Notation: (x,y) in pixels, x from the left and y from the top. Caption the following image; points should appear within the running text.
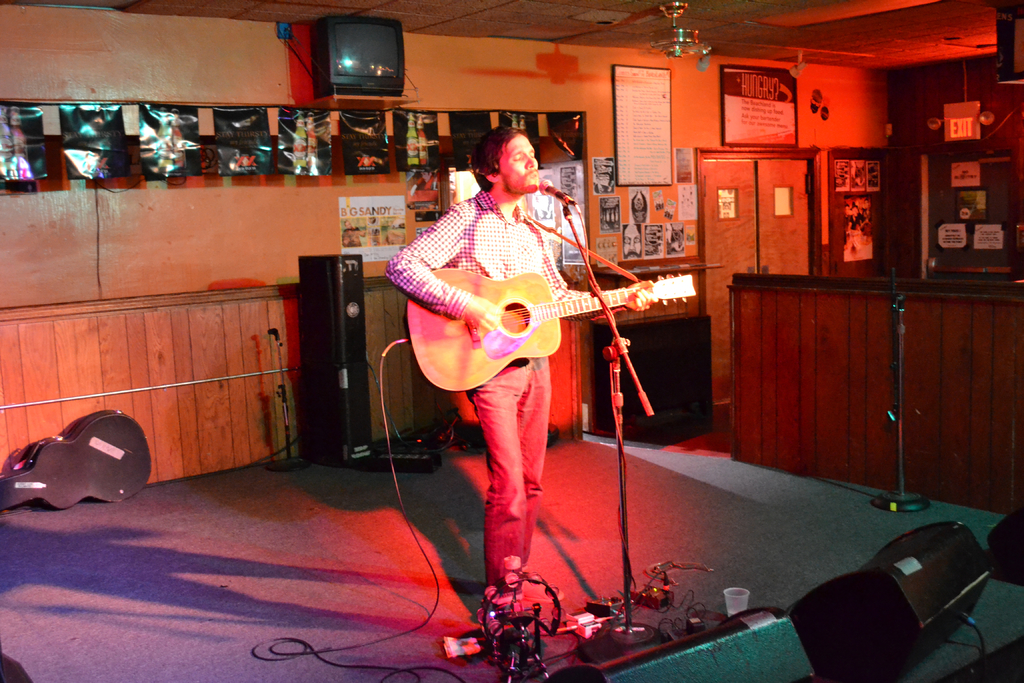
In this picture a guy (493,240) is playing a guitar (491,297) with a mic (571,196) placed in front of him. In the background (397,450) we observe few musical instruments (332,392) and posters (360,253) attached to the wall (57,128). There is also a television (382,61) placed on the top of the wall (528,93).
